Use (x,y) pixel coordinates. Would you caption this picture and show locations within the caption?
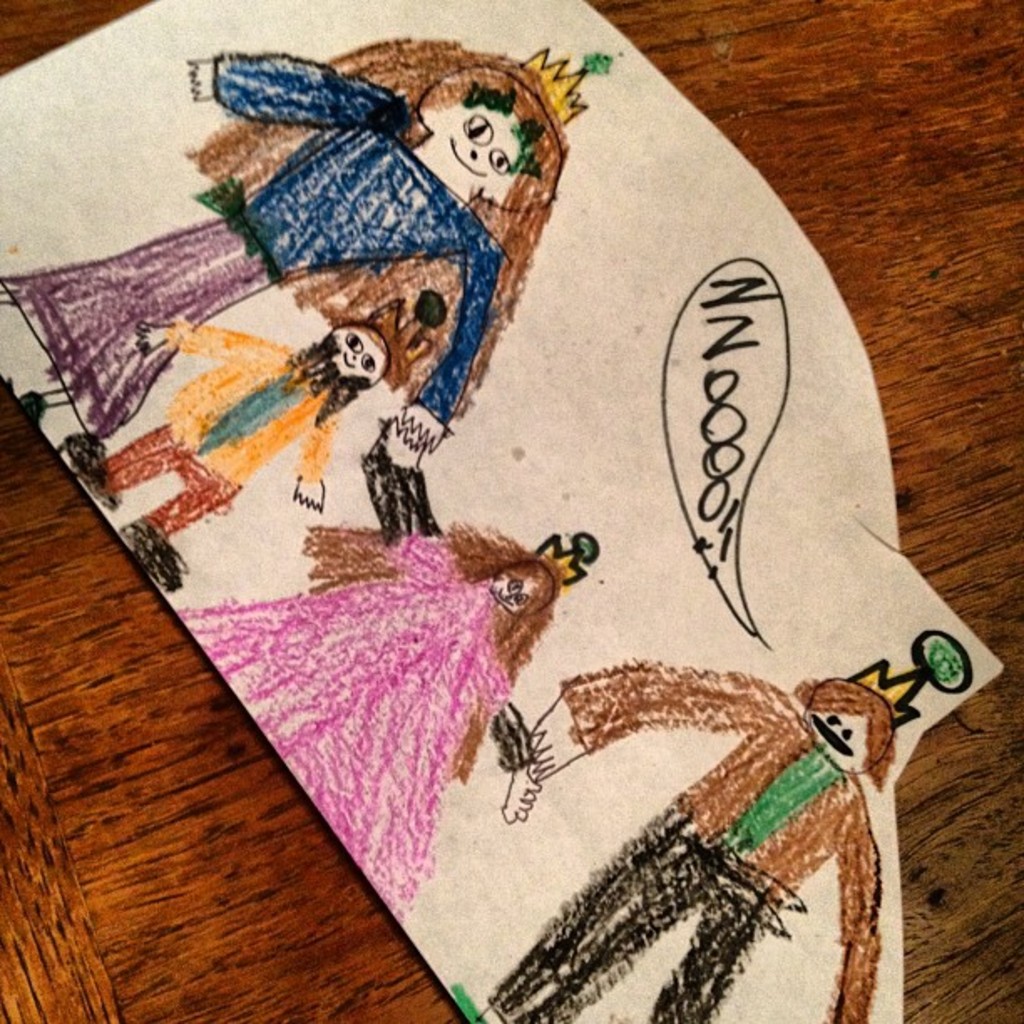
In this picture we can see the drawings (276,256) on the paper (571,796) and the paper (327,676) is on the wooden object (997,370).
